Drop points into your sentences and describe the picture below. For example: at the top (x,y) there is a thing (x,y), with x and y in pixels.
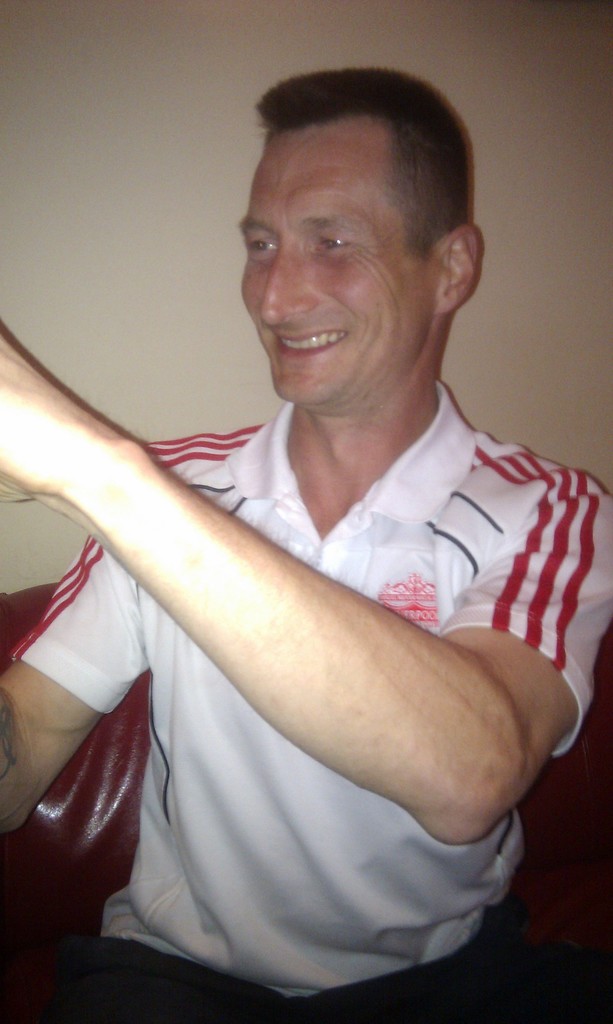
In this image we can see a person (350,909) sitting on a chair (561,836) and smiling and we can see the person (180,600) wearing a white t-shirt (326,853). In the background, we can see the wall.
